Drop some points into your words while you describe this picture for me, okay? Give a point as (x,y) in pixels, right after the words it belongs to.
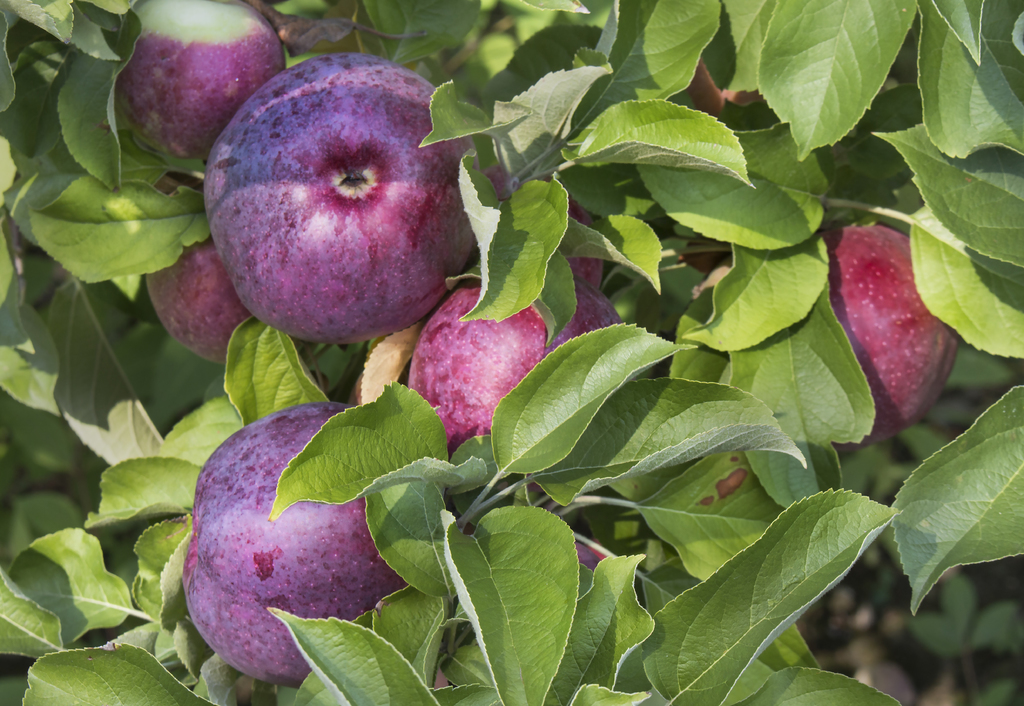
In this picture I can see leaves (555,334) and fruits (431,357).
